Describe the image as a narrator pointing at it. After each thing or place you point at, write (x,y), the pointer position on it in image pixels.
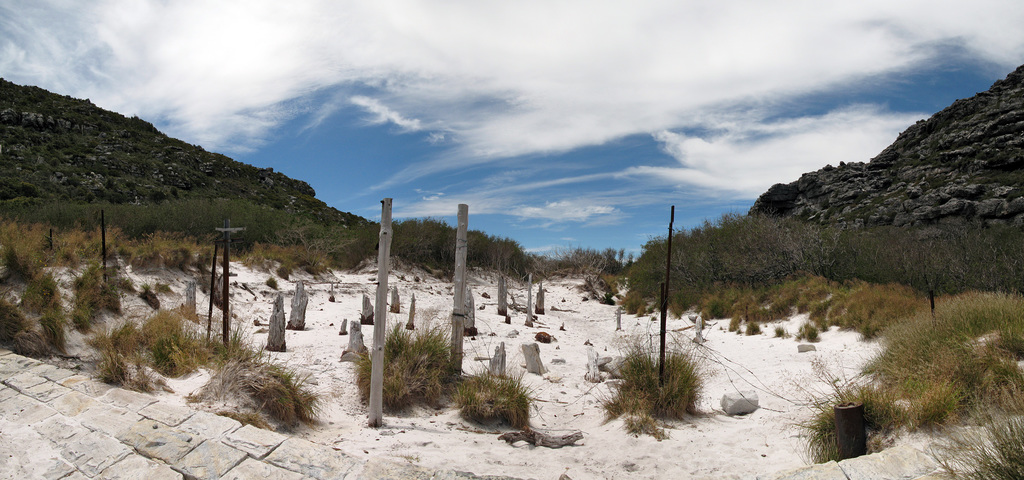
In the picture I can see poles (378,340), the grass (428,353), plants (402,357), trees (674,289) and mountains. In the background (489,55) I can see the sky (508,62).
